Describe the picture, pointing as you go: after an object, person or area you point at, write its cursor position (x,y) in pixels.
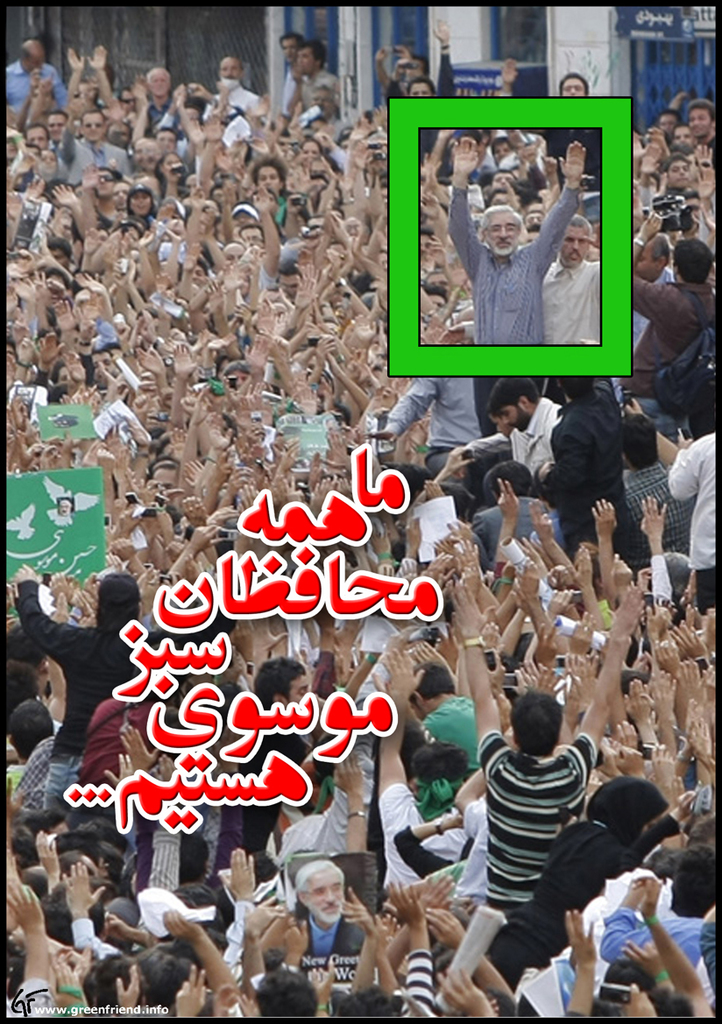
In this image there are group of people (587,962) standing with hands (216,472) up behind them there is a building (482,62) and also there is some text (163,791).
